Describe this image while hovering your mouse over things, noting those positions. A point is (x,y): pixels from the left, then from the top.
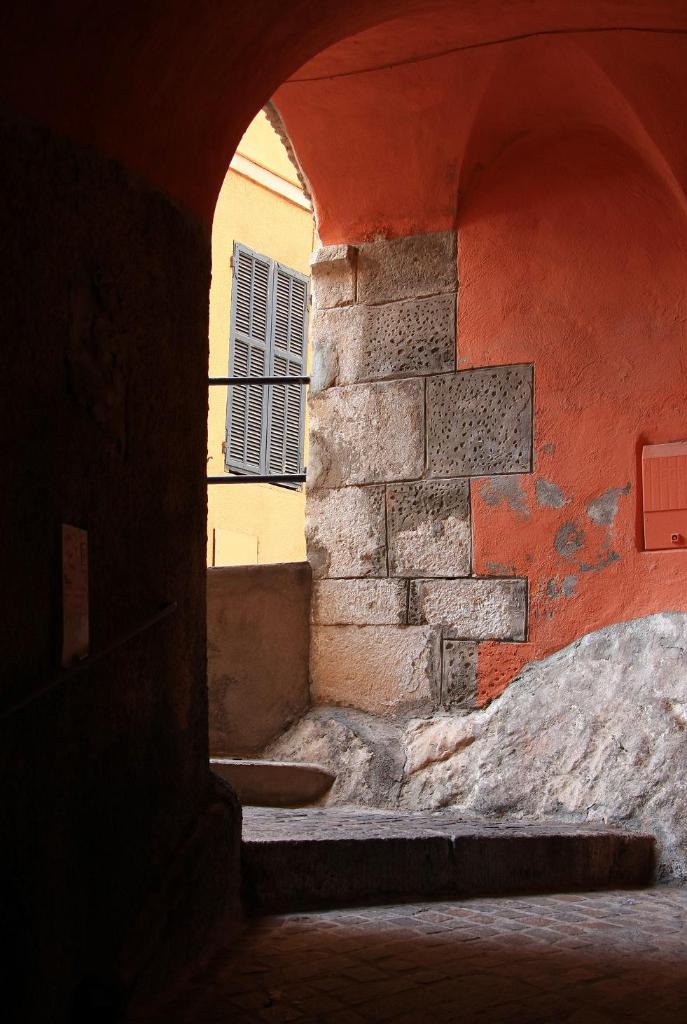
In this picture I can observe red color wall (563,291). In the background (298,446) there is yellow color wall (213,410) and a window (264,374).
